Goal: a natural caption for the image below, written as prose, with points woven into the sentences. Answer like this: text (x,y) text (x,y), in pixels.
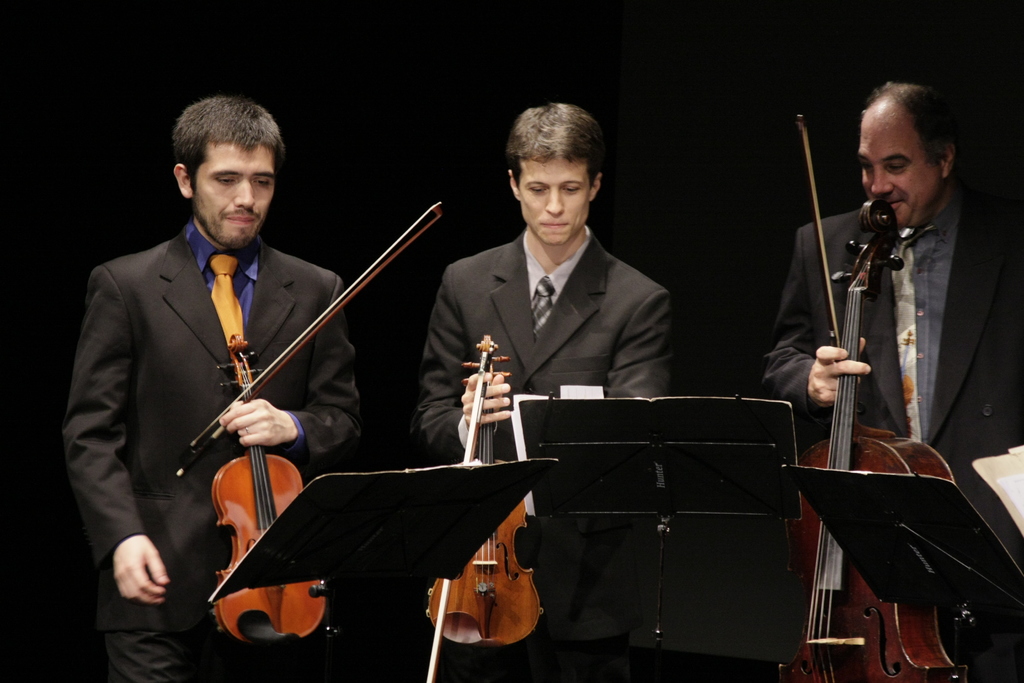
In this image i can see 3 persons (220,276) wearing blazers (431,328) standing and holding musical instruments (860,670) in their hands (261,405), I can see a stand (660,502) in front of them holding few papers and in the background (443,123) i can see a black curtain (436,109).
